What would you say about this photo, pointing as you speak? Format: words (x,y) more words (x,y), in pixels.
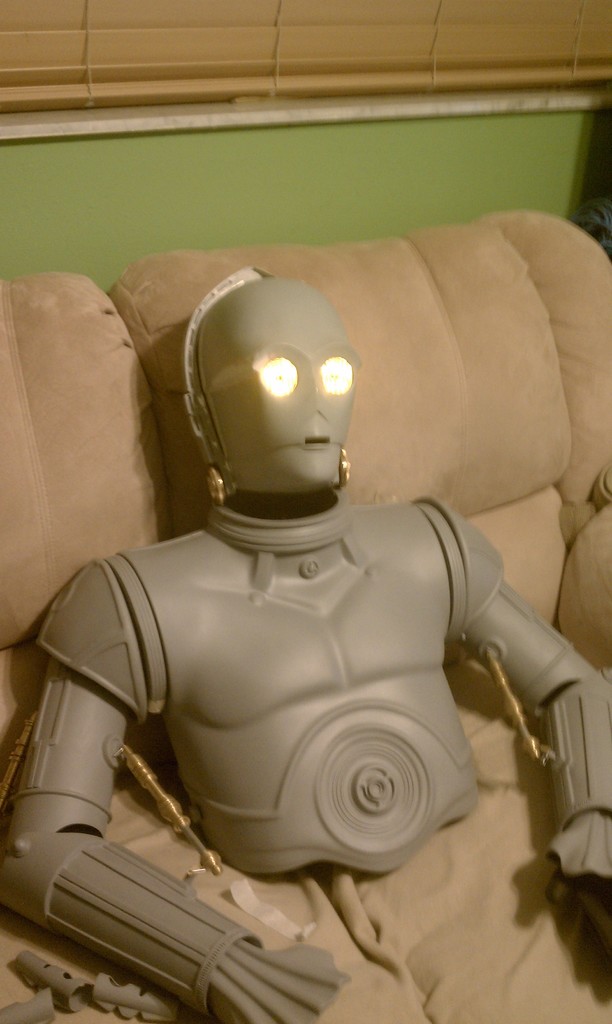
In this picture we can see a toy (284,720) on the sofa (498,483).
